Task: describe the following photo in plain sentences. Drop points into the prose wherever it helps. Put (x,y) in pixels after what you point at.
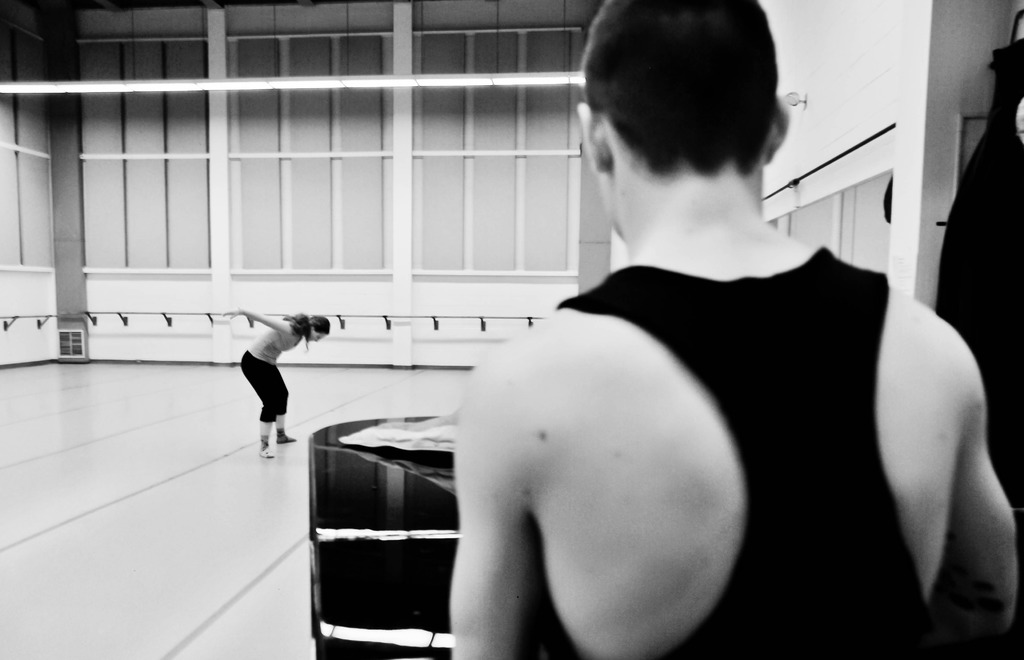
In this image, we can see a person (773,439) wearing clothes (790,480). There is an another person (275,355) in the middle of the image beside the wall (350,310) looking at the floor (307,395). There are lights (200,81) at the top of the image (193,82).
